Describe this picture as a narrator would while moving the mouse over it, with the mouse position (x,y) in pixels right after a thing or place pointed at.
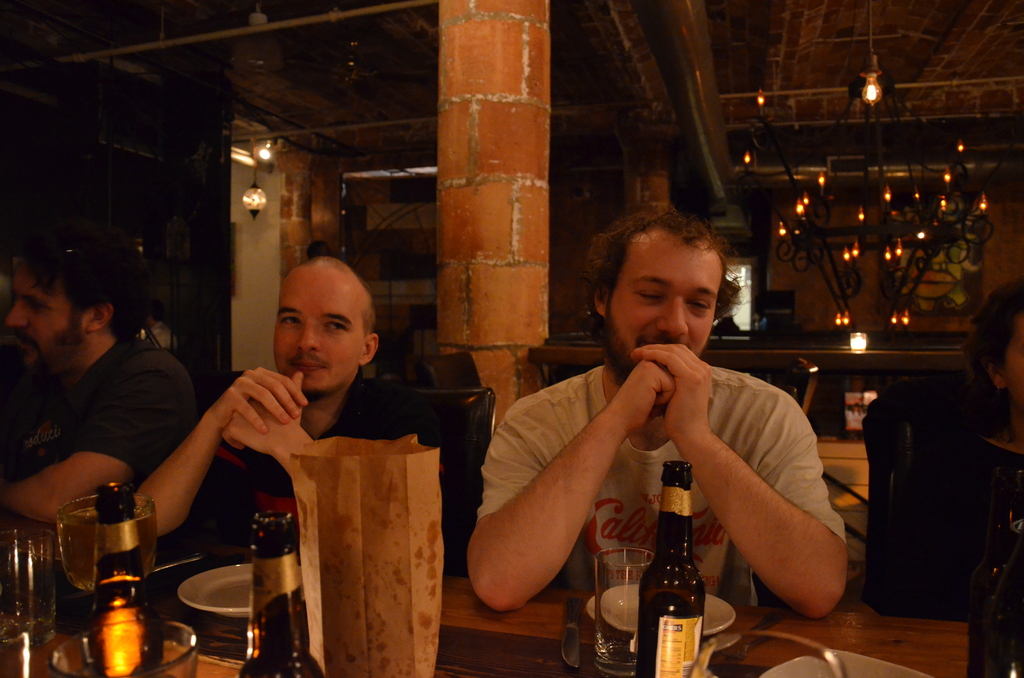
In this image there are group of people (557,406) sitting around the table (908,618) in the chairs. On the table (243,618) there are glass bottles (272,610), glasses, packets (376,544), plates (716,616), knives (576,634) on it. In the background (472,138) there is a pillar (472,146). At the top (309,76) there is ceiling (291,119) with the lights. In the background (858,262) there are lights (856,252).
